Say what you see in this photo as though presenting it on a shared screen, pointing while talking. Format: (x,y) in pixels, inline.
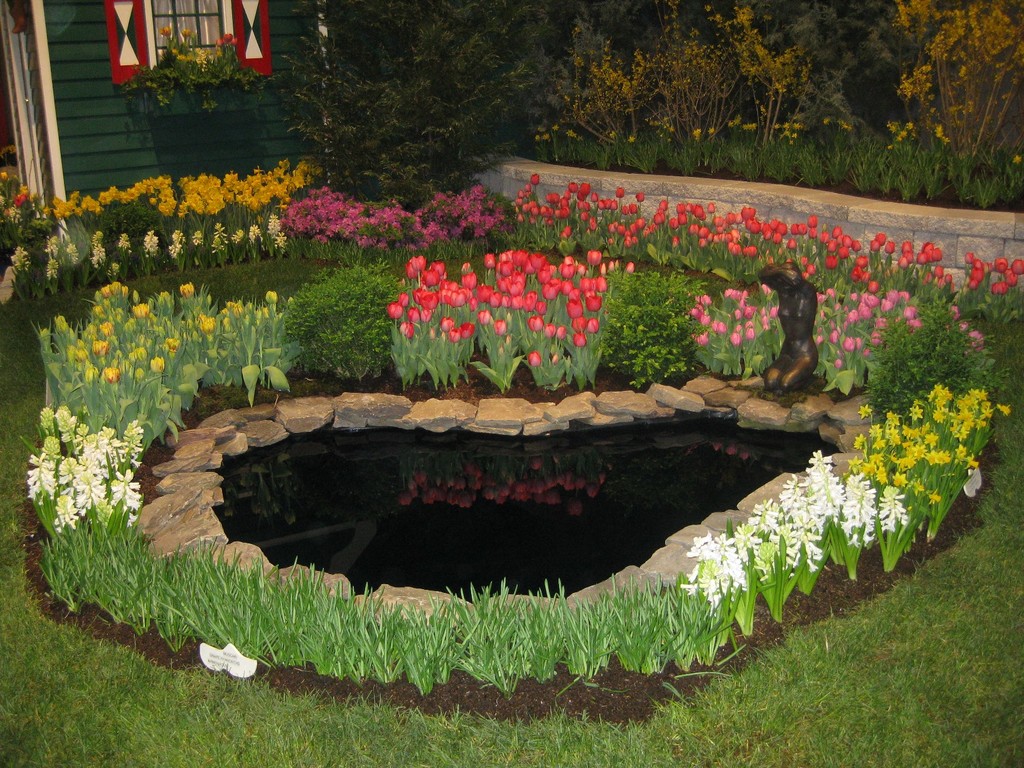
In this picture I can see there is a pond (249,518), there are few rocks (211,485), plants (222,637) with different flowers (109,334), there is some grass (837,617) on the floor (38,744). There is a building (170,126) on left side (187,111), with a window (212,23).
